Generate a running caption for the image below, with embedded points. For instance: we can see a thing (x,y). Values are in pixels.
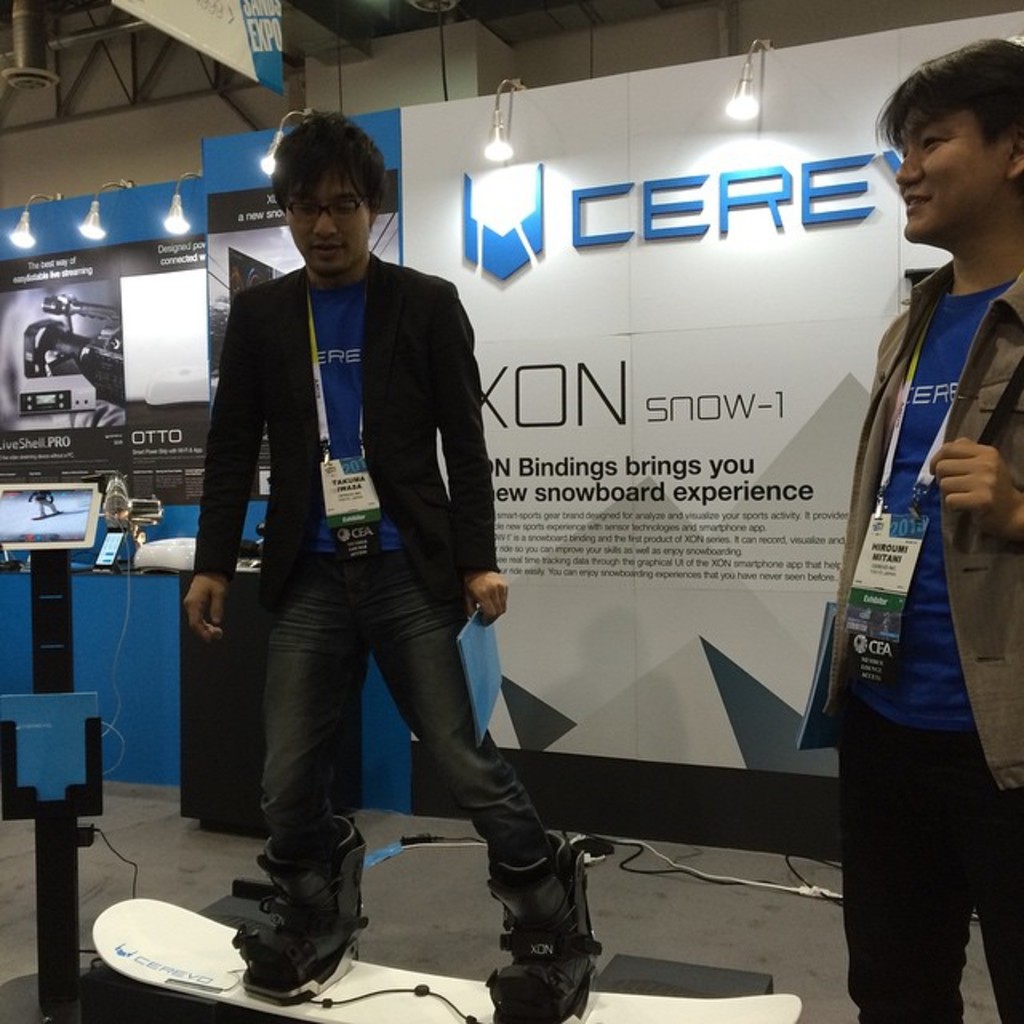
On the left (335,541) there is a man (502,614) holding a book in his hand (487,617) and standing on the snowboard (224,954). On the right (939,465) a person (935,556) is standing on the floor (813,995) and he wore a ID card (883,548) on his neck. In the background (158,549) there are hoardings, lights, electronic devices (110,539) on a table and there is a tab (22,538) on a stand (46,666) and we can see some other items (27,740) also.
